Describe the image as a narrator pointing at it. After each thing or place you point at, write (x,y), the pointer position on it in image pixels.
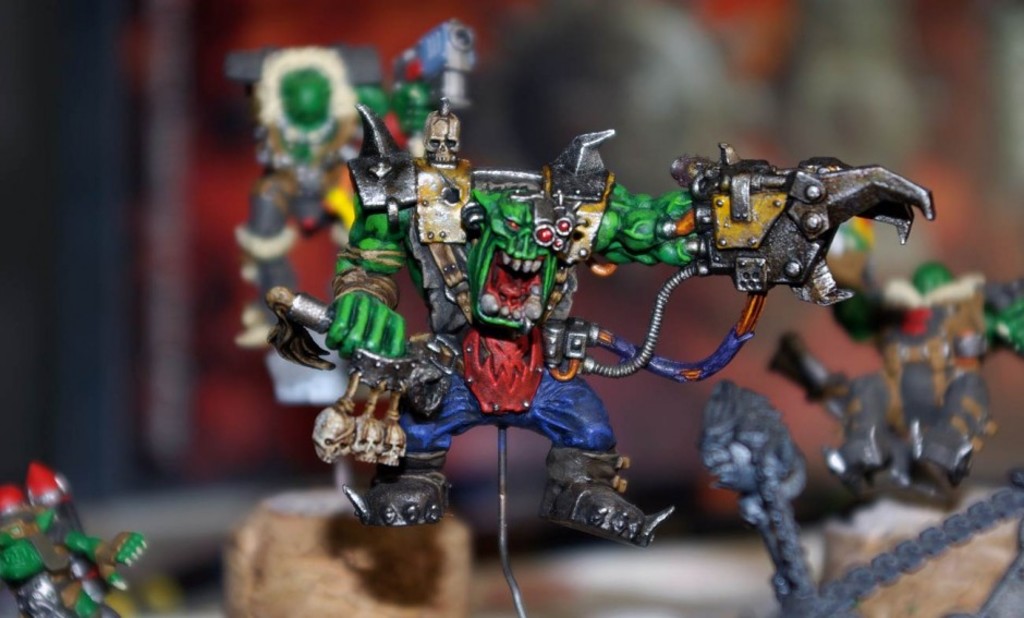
In this image I can see few toys (590,341) and I can see this image is little bit blurry from background (802,67).
